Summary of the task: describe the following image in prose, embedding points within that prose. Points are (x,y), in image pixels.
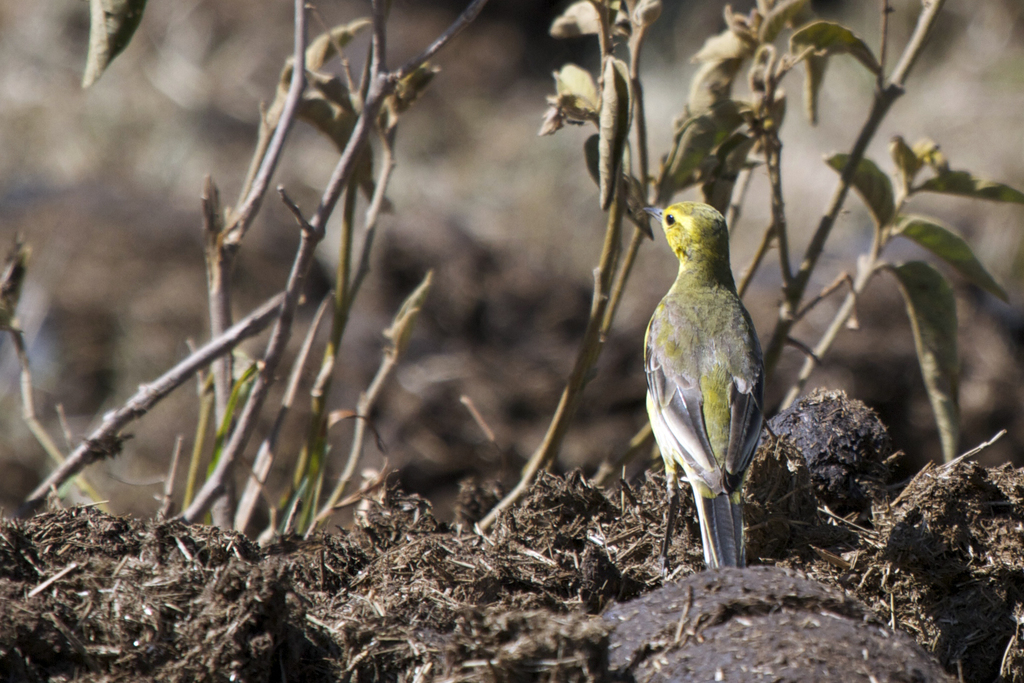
In this image there is a plant (728,114) truncated towards the top of the image (847,172), there is a bird (717,337), there is an object (454,622) truncated towards the bottom of the image (776,613), the background of the image (527,256) is blurred.
